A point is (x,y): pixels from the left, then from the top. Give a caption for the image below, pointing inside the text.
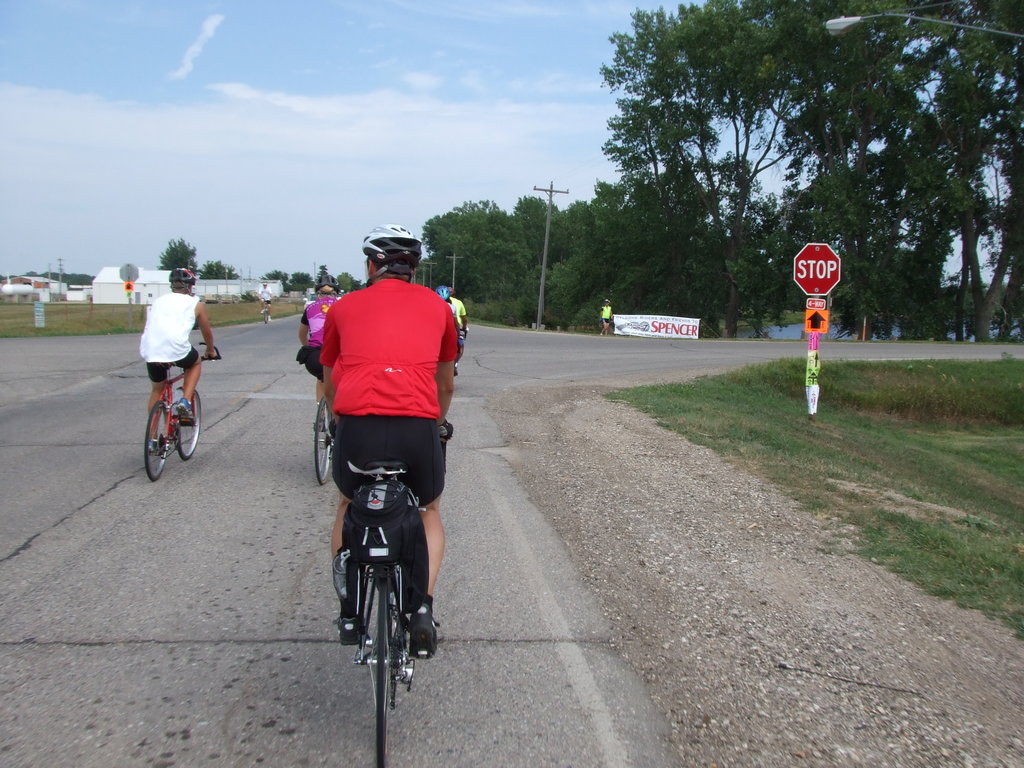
In this image few persons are riding bicycles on the road (507,603) and there is a bag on the back side seat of the bicycle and all the persons (390,300) riding bicycles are having helmets (399,243) on their heads (381,267). In the background (655,172) there are trees (825,157), buildings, sign board poles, poles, wires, water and clouds (8,219) in the sky (8,219). On the right side (757,425) we can see sign board pole (830,282), grass (776,422) and small stones (577,407) on the ground (702,568).
